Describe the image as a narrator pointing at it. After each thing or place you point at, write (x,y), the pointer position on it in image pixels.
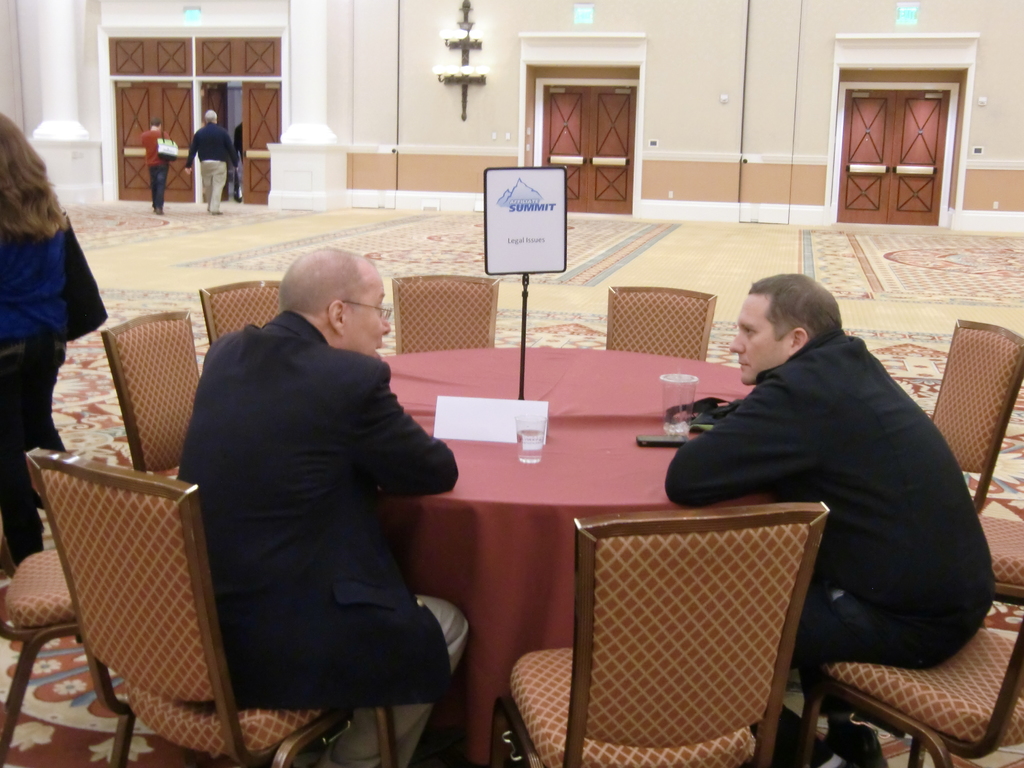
This is the picture inside the room (178,25). At the back (598,180) there are doors (916,184). There are two people (339,485) sitting on the chairs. There are glasses (533,427), board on the table (545,356). The table (456,703) is covered with red cloth (516,475). At the bottom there is a mat (418,222).
